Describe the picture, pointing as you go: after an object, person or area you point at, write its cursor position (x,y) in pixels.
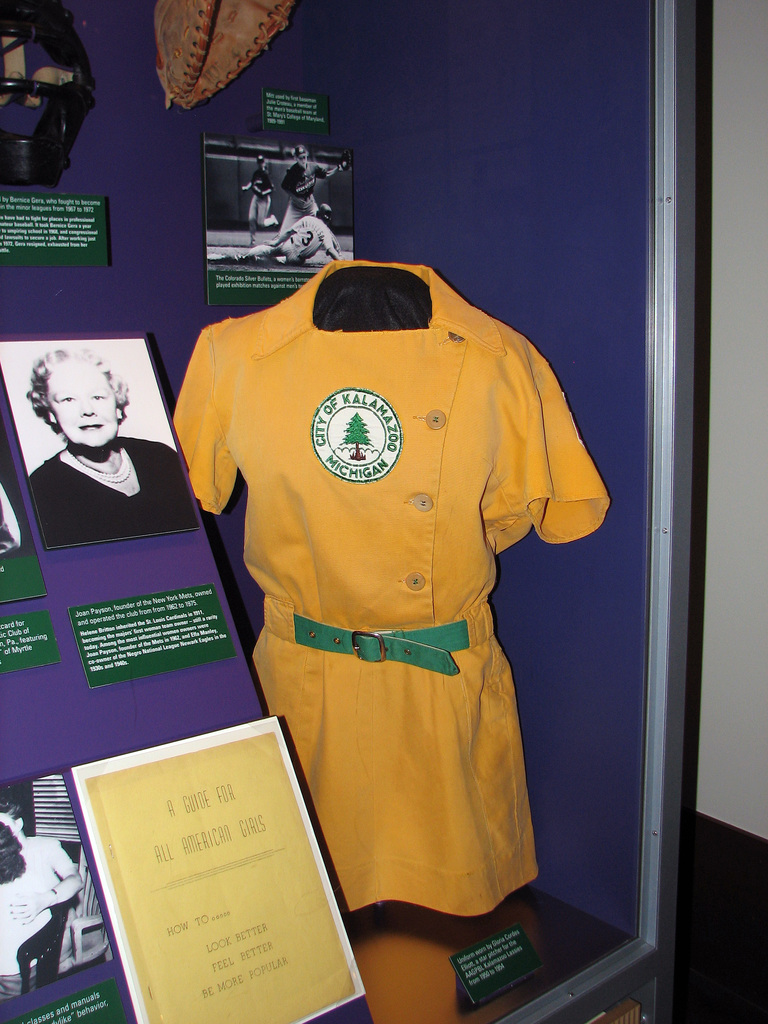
In this picture I can see a mannequin (502,408) with a dress (497,375). I can see boards (301,199) and some other objects (28,96).
